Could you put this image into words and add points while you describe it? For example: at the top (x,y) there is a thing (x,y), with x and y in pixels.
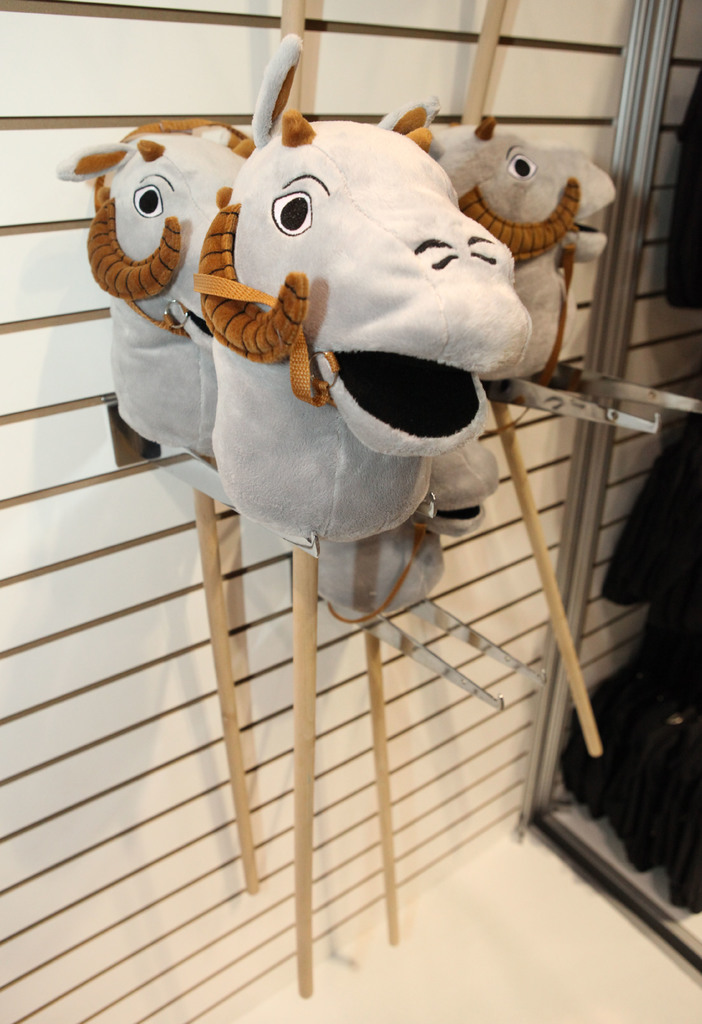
Here we can see dolls (321,194) with sticks (224,679), behind these dolls (390,268) we can see wall (348,36).
